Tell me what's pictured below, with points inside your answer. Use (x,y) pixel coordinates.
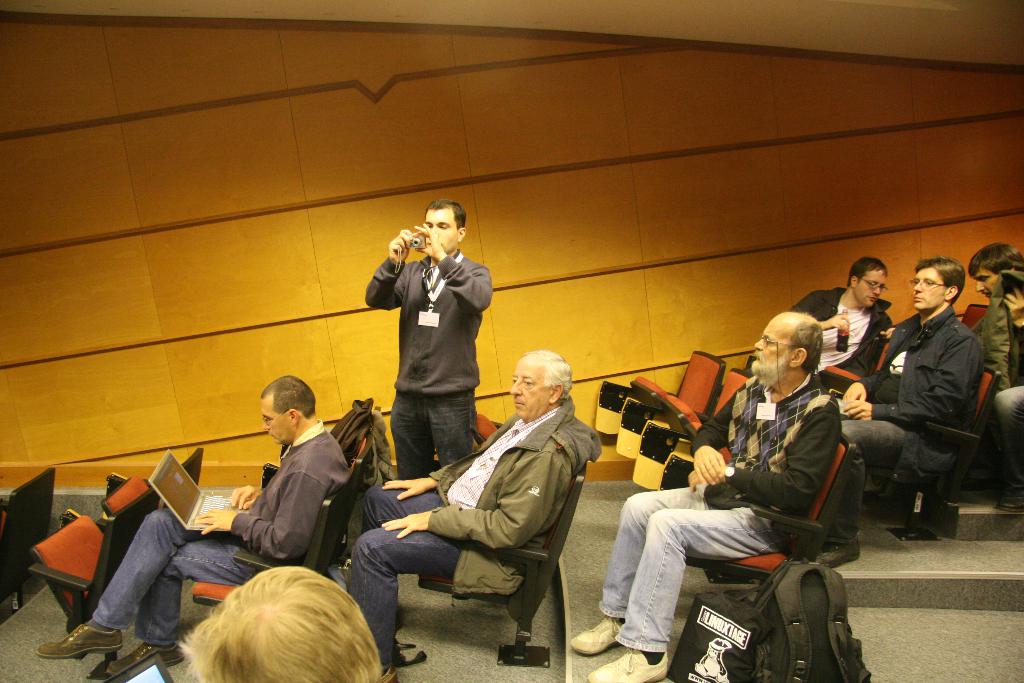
In this image in the center (569,450) there are some people (902,415) who are sitting on chairs (77,552), and one person (850,337) is holding a bottle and one person (265,513) is holding a laptop (198,507) and typing something in a laptop (205,505). And in the center (422,340) there is one person (426,341) who is standing, and he is holding a camera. At the bottom (761,621) there are some bags (734,635) and one person (283,583), in the background (281,114) there is a wall (553,127).
